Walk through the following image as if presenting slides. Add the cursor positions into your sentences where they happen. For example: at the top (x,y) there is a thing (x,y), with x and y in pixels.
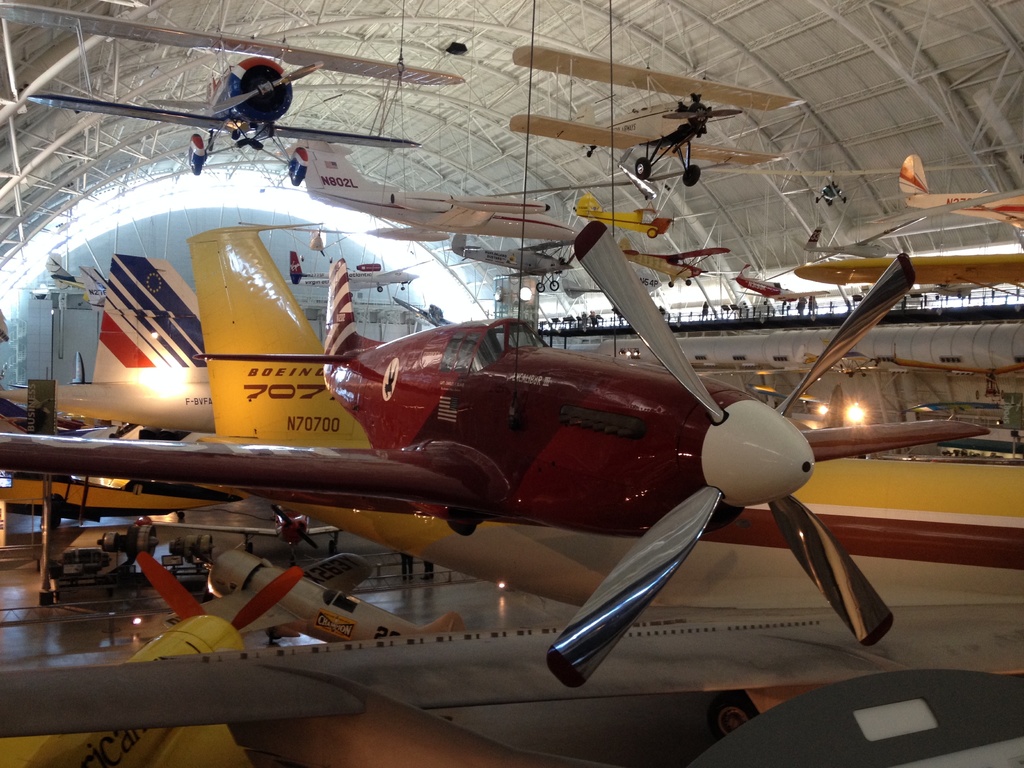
In this image I can see there is an aeroplane (644,479) in dark red color. At the back side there is another aeroplane (196,388) in white color, at the top (903,5) there is an iron shed (995,238).
